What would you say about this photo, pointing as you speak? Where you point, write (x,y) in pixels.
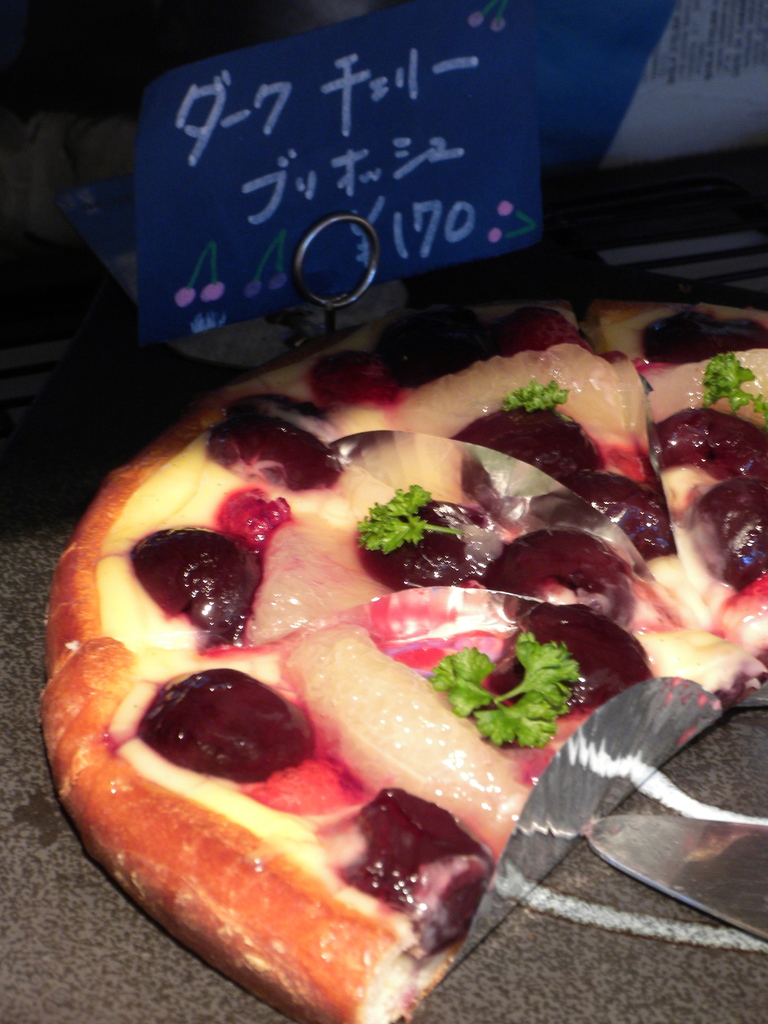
In this picture I can see there is some food (299,595) placed here and in the backdrop (253,195) I can see there is a price tag (223,179).
